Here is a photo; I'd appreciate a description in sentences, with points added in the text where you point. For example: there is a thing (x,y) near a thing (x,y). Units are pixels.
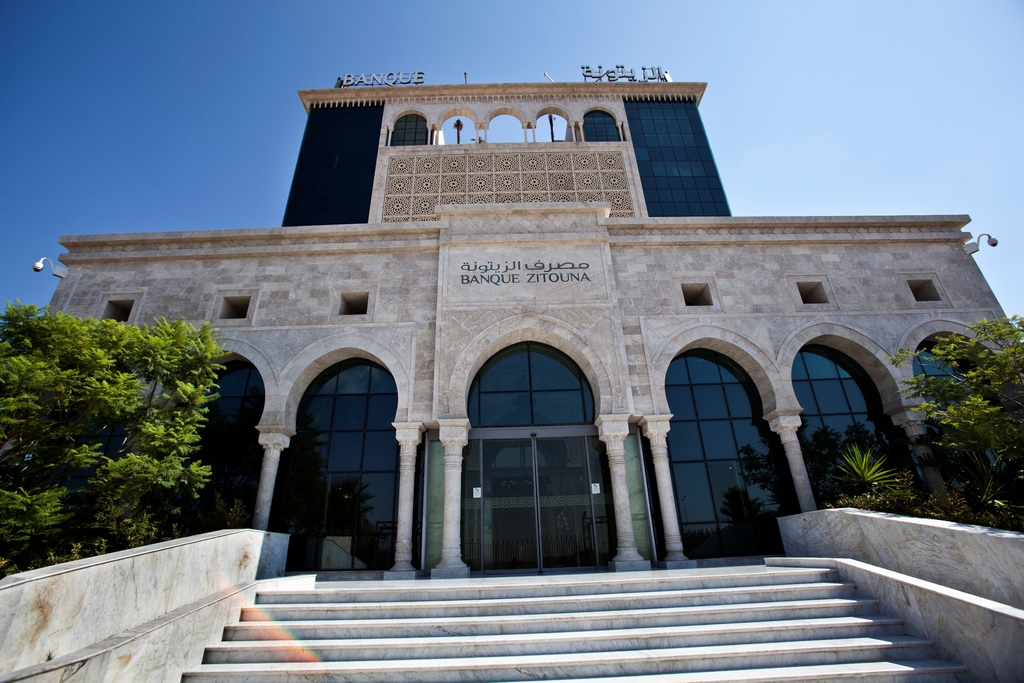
In this picture I can see the steps (352,585) in front (331,682) and on the both sides of this picture I can see the plants (31,332). In the background (449,336) I can see a building (432,216) and I see the sky (13,244). On the building (467,240) I see few words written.
